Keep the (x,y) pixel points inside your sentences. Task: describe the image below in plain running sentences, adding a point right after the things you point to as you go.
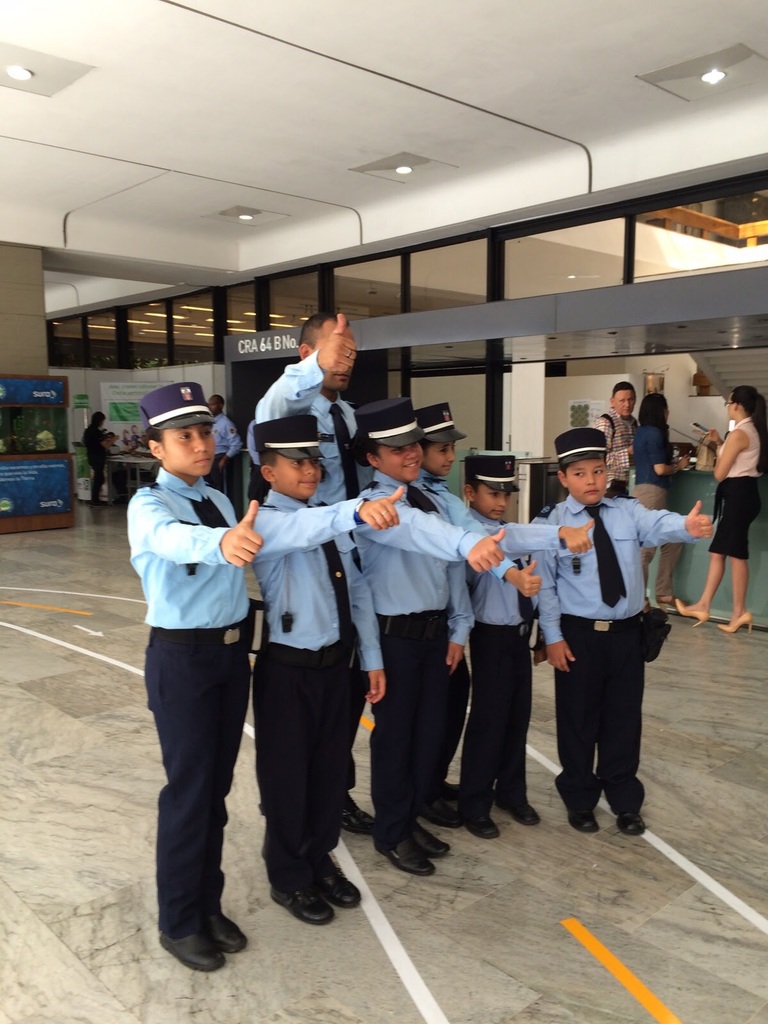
In this picture, we can see a few people (614,721) and a few are in a dress code (374,432), we can see the floor (643,872), stores (767,359), some text (283,347) on the board (254,347), we can see banners (33,480), wall (204,368), and roof (252,126) with lights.
